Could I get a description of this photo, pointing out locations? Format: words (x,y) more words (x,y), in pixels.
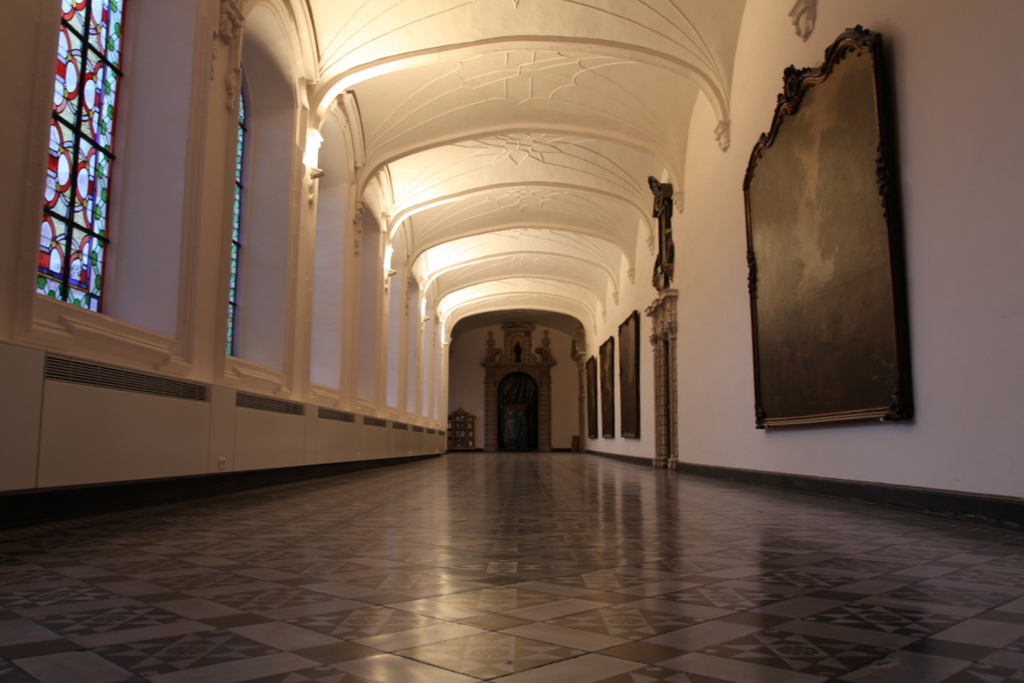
In the picture I can see the arch design construction (668,24). I can see the lamps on the wall (349,147). I can see the design glass windows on the left side (82,296). These are looking like wooden photo frames (836,333) on the wall (647,364) on the right side (750,258). I can see the marble flooring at the bottom of the picture (583,561).
